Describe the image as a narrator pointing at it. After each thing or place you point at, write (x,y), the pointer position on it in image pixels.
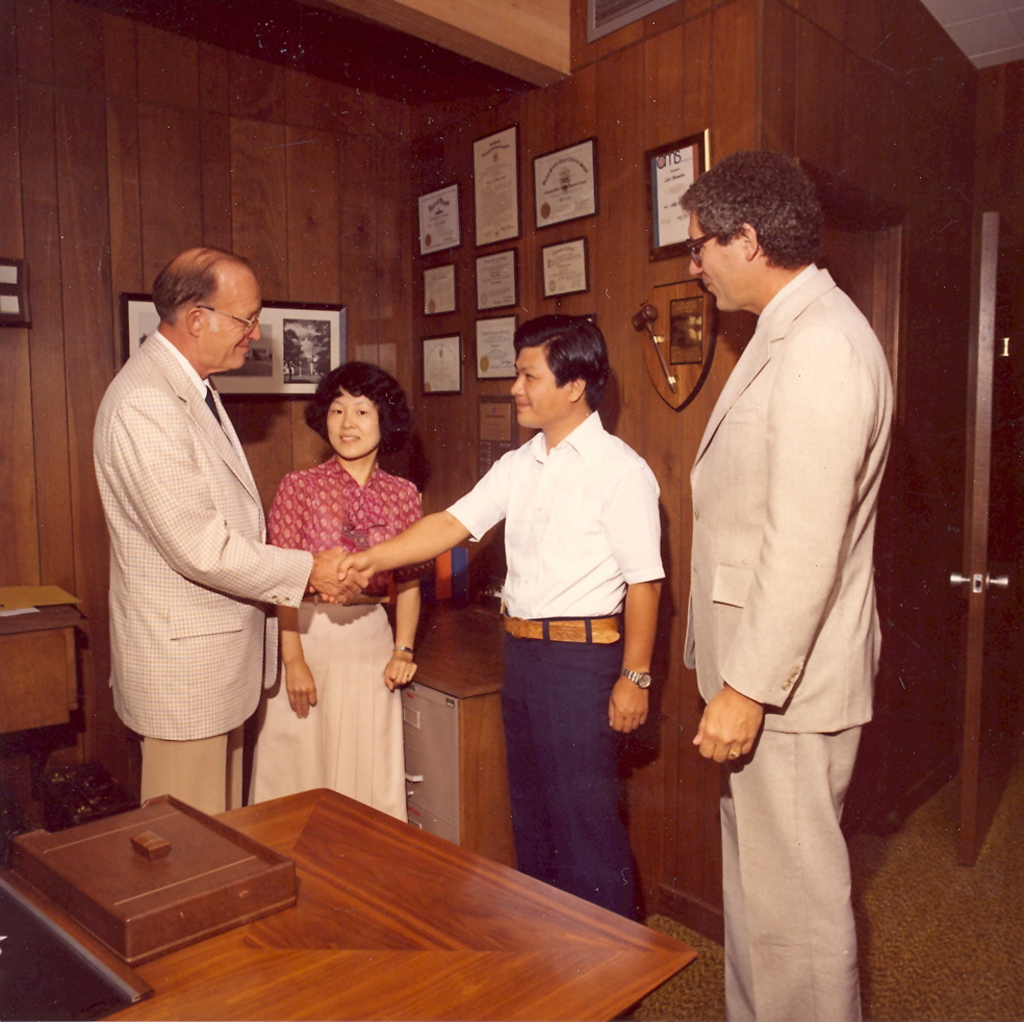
In this image i can see three men (382,551) and a woman (318,508) standing the man (498,492) at the front (449,509) are shaking hands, at the back ground (495,300) there are few frames (499,287) attached to a wooden wall (386,196), at the right (986,310) there is a door (985,342).
